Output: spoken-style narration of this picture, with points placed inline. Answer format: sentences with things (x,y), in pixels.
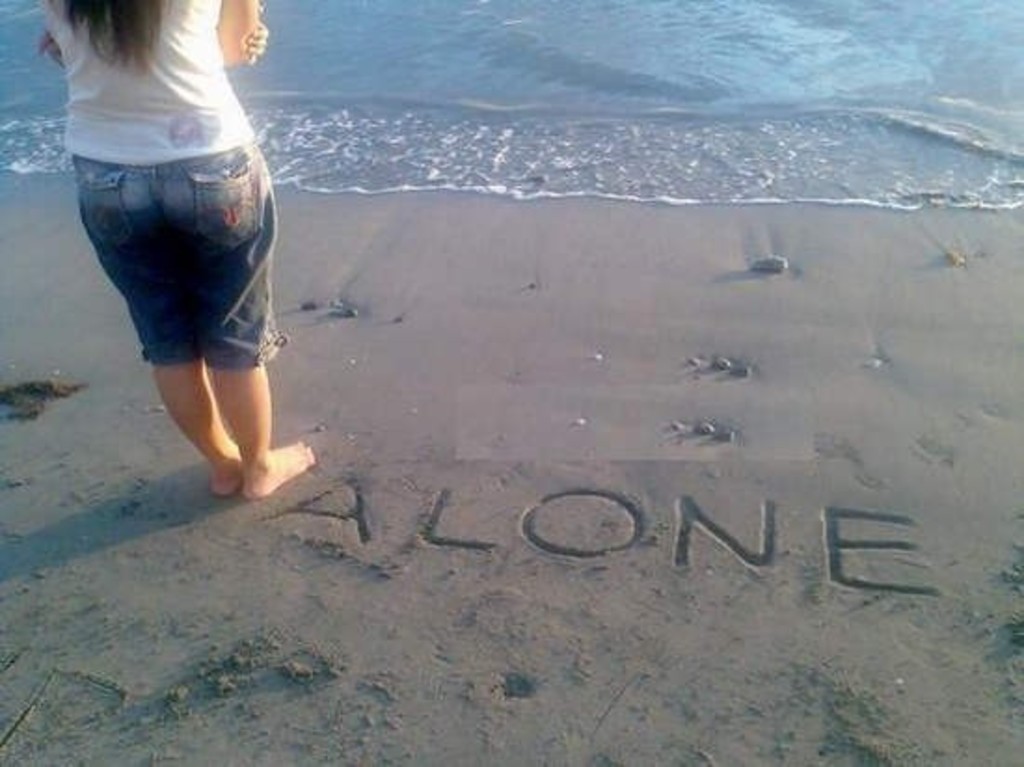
In this image there is a woman (193,346) standing on the shore (345,429). In front of her there is water (506,54). There is text (438,517) written on the shore (474,503).
